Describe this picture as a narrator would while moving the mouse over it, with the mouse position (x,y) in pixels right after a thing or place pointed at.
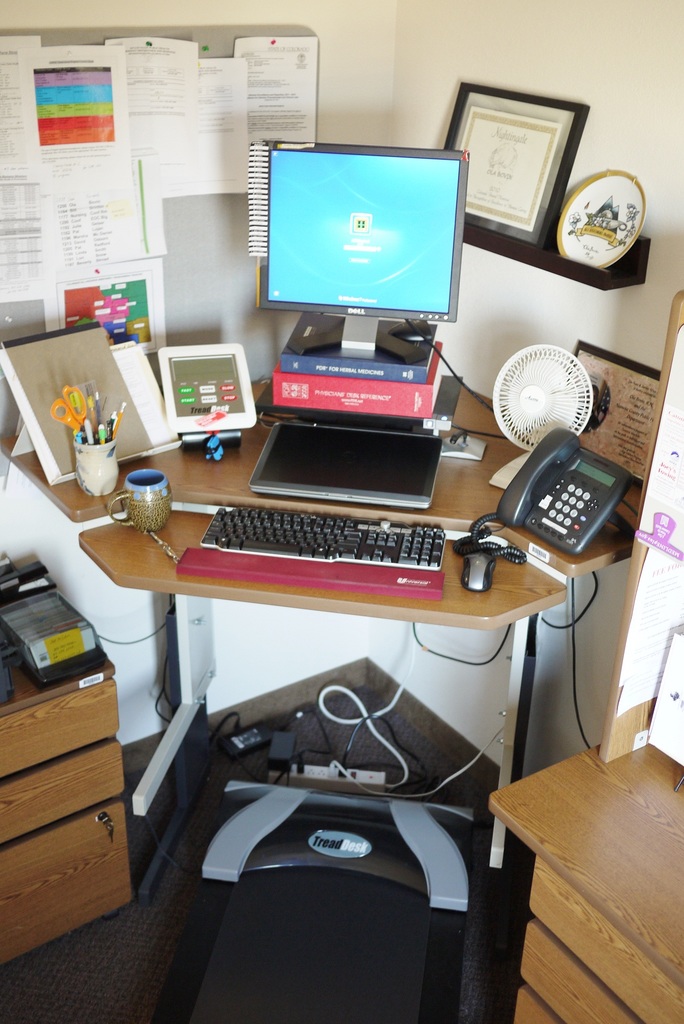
There is a table (206,584) which has desktop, books (370,402), keyboard (415,548), mouse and some other objects (144,419) placed on it and there are few other objects (591,750) placed beside it.
